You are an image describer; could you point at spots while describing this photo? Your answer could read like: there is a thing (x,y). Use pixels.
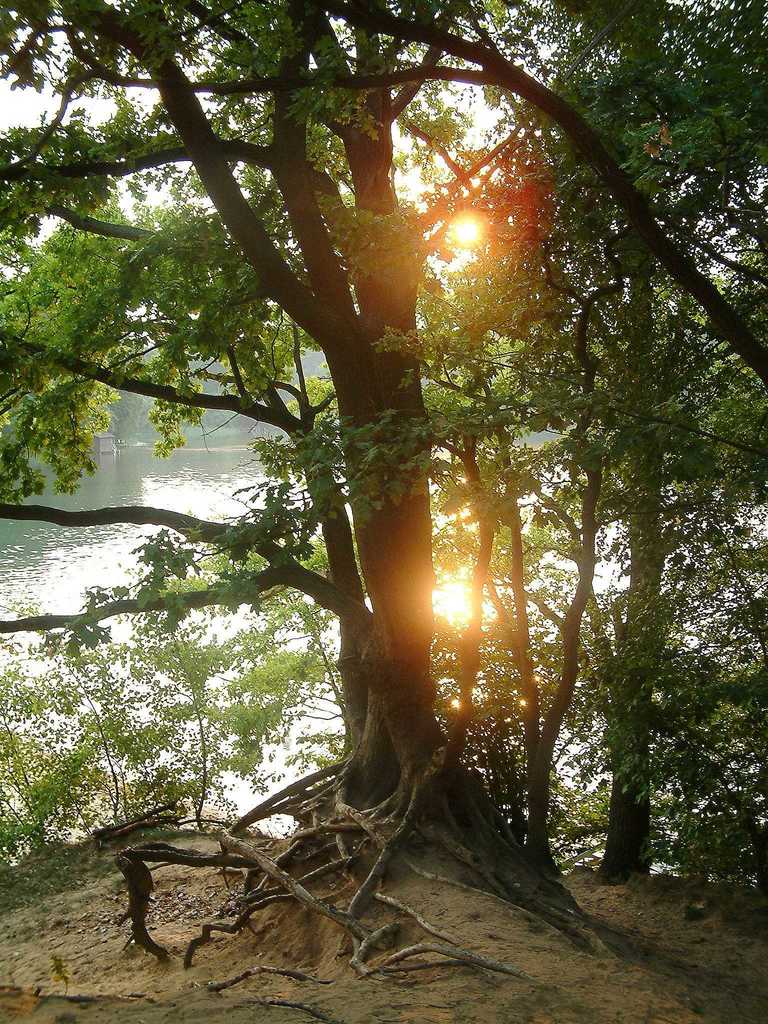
In this image we can see trees (301,390), lake (265,459) and sky (421,205).
